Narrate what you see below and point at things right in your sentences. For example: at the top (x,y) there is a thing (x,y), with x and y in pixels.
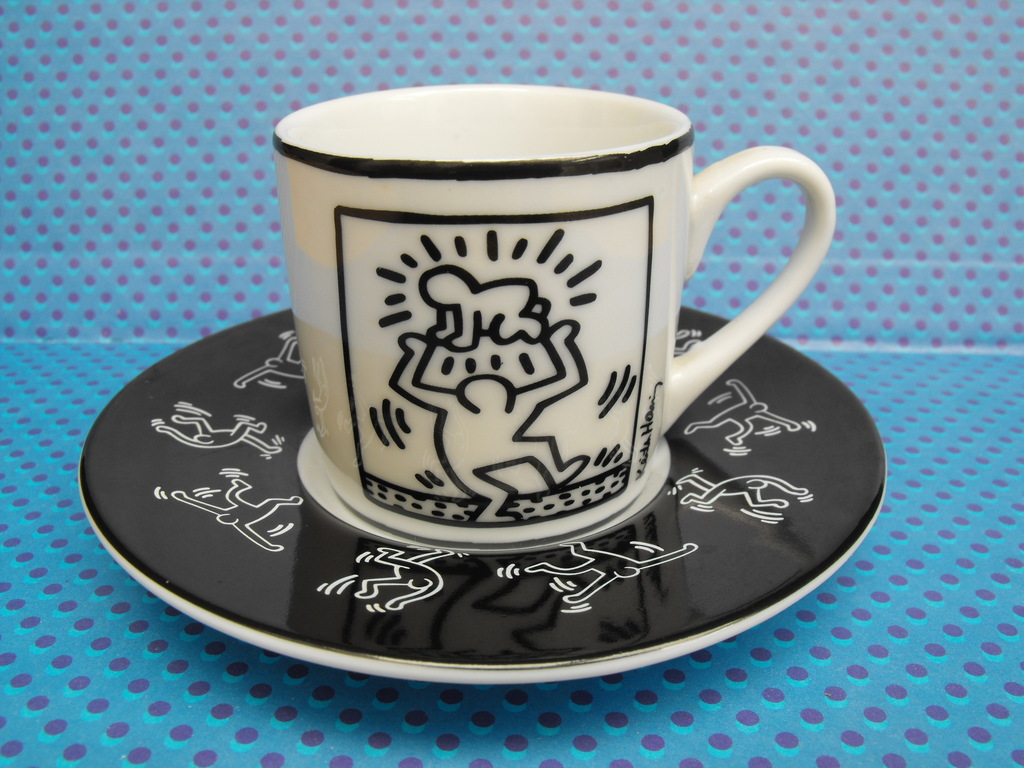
In this image we can see a cup (482,358) in a saucer (496,640) placed on the surface (888,547).
